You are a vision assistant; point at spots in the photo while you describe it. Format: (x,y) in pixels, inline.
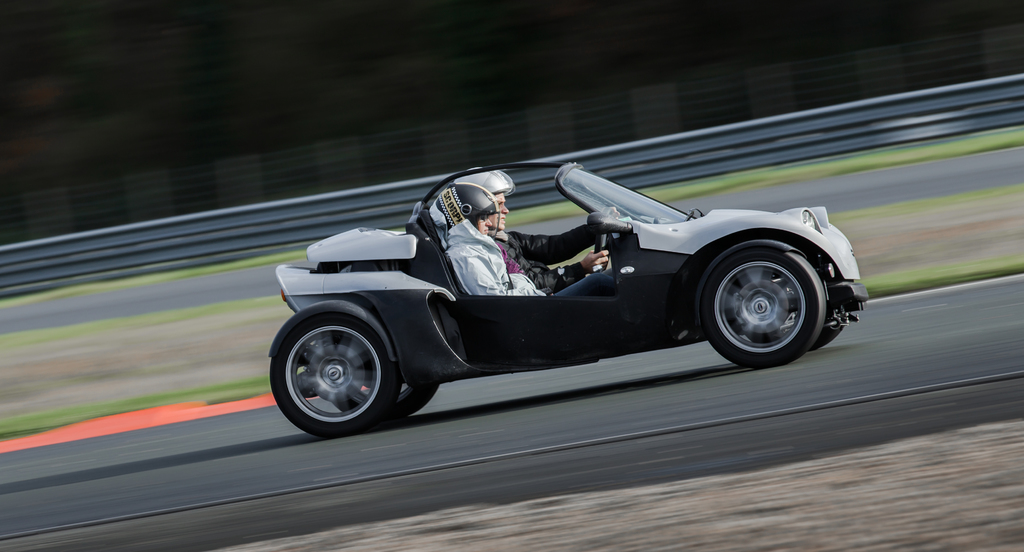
This picture is clicked outside. In the center (462,259) we can see a person (479,254) sitting in the vehicle (537,299) and another person (541,247) driving a vehicle (596,240) and we can see the concrete road (704,407) and some other items (30,283).
